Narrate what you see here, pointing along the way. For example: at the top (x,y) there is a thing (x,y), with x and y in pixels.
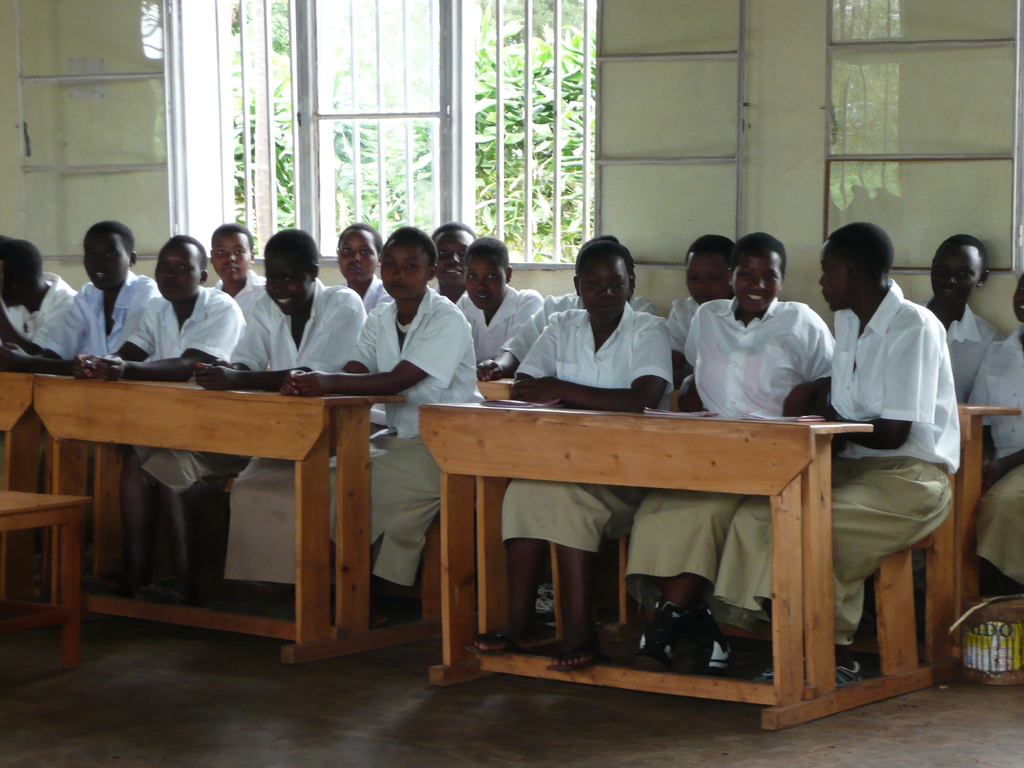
there are many people (639,331) sitting on the bench (356,417) wearing white shirt (639,343). behind them there is a window (420,137). outside the building (500,101) there are trees (478,113).
